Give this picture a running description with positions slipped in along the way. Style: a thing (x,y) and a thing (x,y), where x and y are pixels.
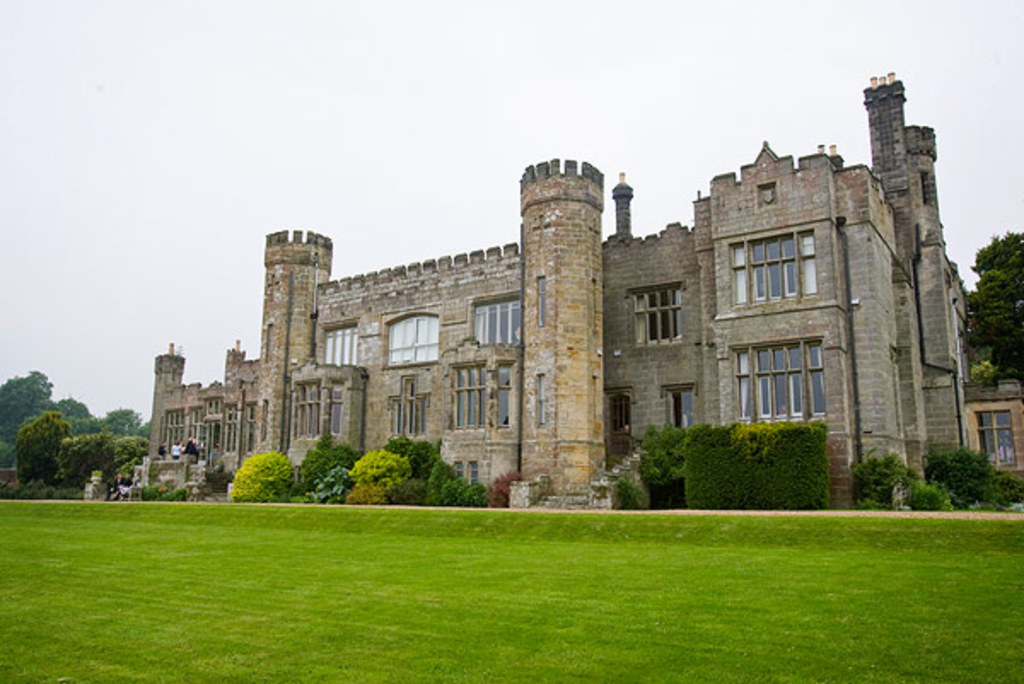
There is a grassy land (358,586) at the bottom of this image (464,586). We can see plants (665,467) and a monument (421,424) is in the middle of this image (482,392) and the sky (320,211) is in the background (412,170). We can see trees (81,429) on the left side of this image (88,432) and is on the right side of this image (969,322) as well.
